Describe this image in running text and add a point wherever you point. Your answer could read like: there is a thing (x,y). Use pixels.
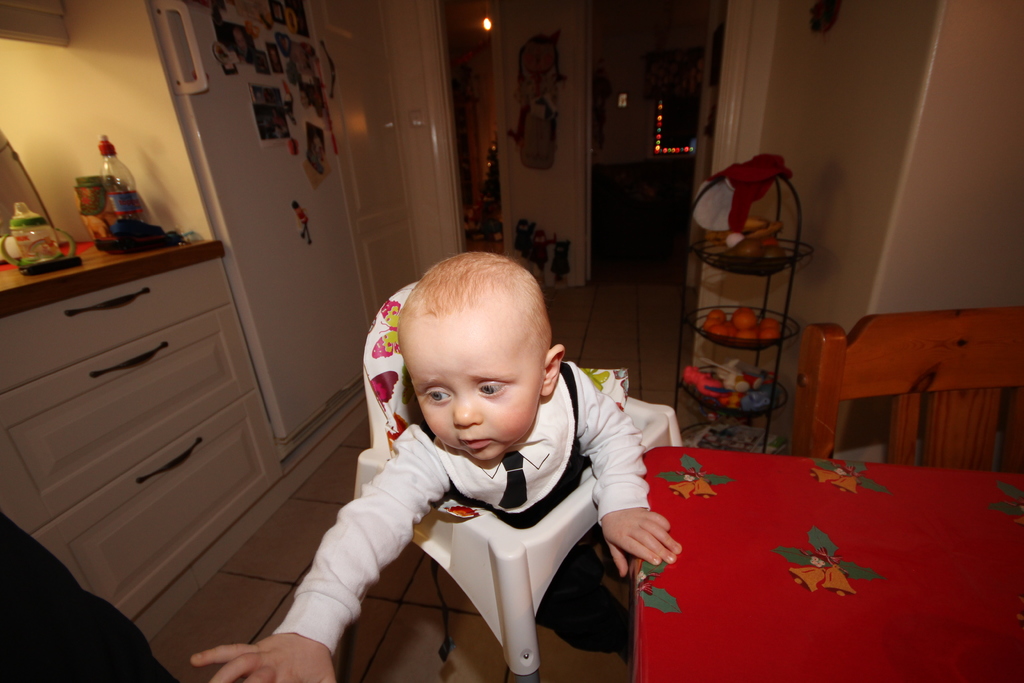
This picture is clicked inside the room (555,559). Here, we see a baby (469,489) in white t-shirt (599,418) is sitting on chair (501,527). In front of her, we see a table (804,538) which is covered with red color table cloth (770,578). Behind her, we see a white door (426,159) and a stand (771,406) on which fruits (739,317) and toys (730,383) are placed. On left corner of the picture (82,270), we see a counter top (19,304) on which water bottle (126,215) and clothes (138,236) are placed and beside that, we see refrigerator (290,188).
